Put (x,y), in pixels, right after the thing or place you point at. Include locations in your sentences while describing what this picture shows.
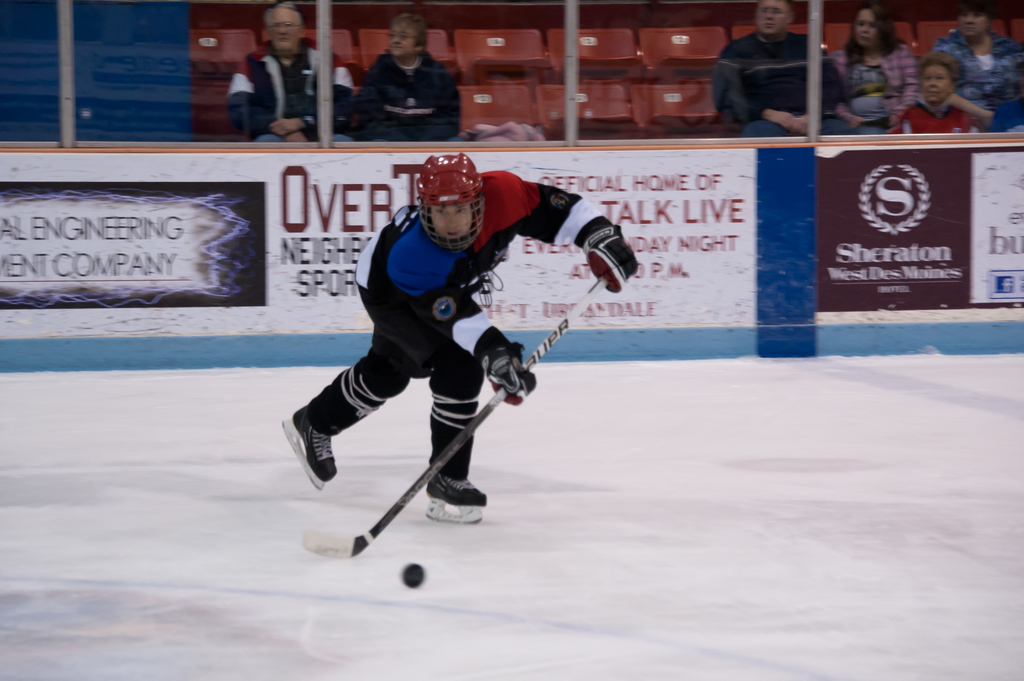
In this image we can see a person (488,281) wearing a dress (445,256), helmet (468,194) and skates (445,492) are holding a hockey stick (459,444) in his hands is skating on the floor (580,440). In the background (400,77), we can see some audience (292,86) sitting on chairs (511,95), poles (568,89), sign boards (361,244) with some text (327,256) and in front a puck (411,582).
